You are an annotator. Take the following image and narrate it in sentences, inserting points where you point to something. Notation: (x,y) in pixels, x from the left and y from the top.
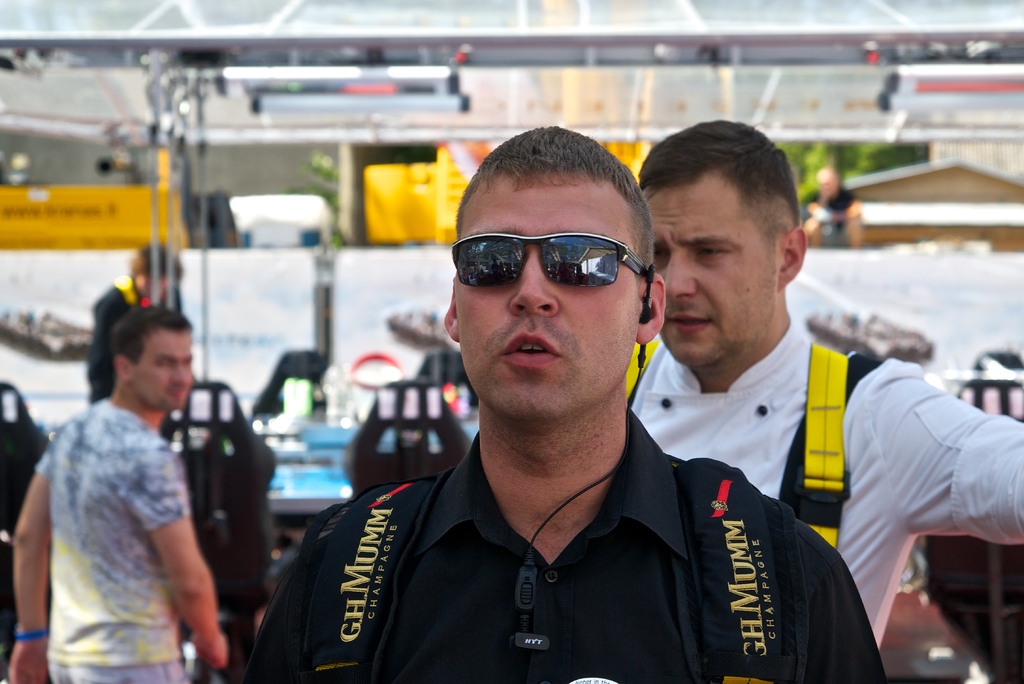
In this image in front (106,477) there are three people (647,444). Behind them there is another person (147,245) standing in front of the table (303,465). There are chairs (415,413). On top of the table (339,452) there are a few objects (329,413). In the background of the image (334,346) there is a banner (353,293). On top of the banner (23,251) there is a glass roof top (867,123). Behind the banner (397,269) there are trucks (268,226), trees (837,148), buildings (938,144) and there is a person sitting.
